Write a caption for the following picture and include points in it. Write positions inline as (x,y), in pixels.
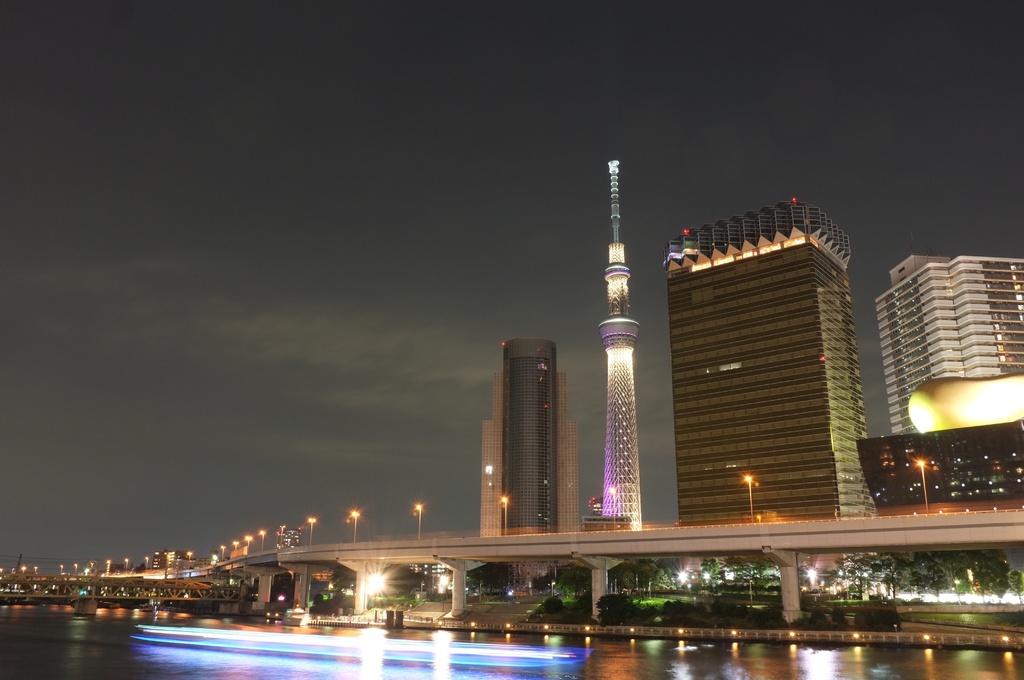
In this image we can see a flyover (179,570), behind the flyover (141,573) one tower (611,409) and buildings (789,397) are present. In front of the flyover (510,544) water pond (62,654) is there.
